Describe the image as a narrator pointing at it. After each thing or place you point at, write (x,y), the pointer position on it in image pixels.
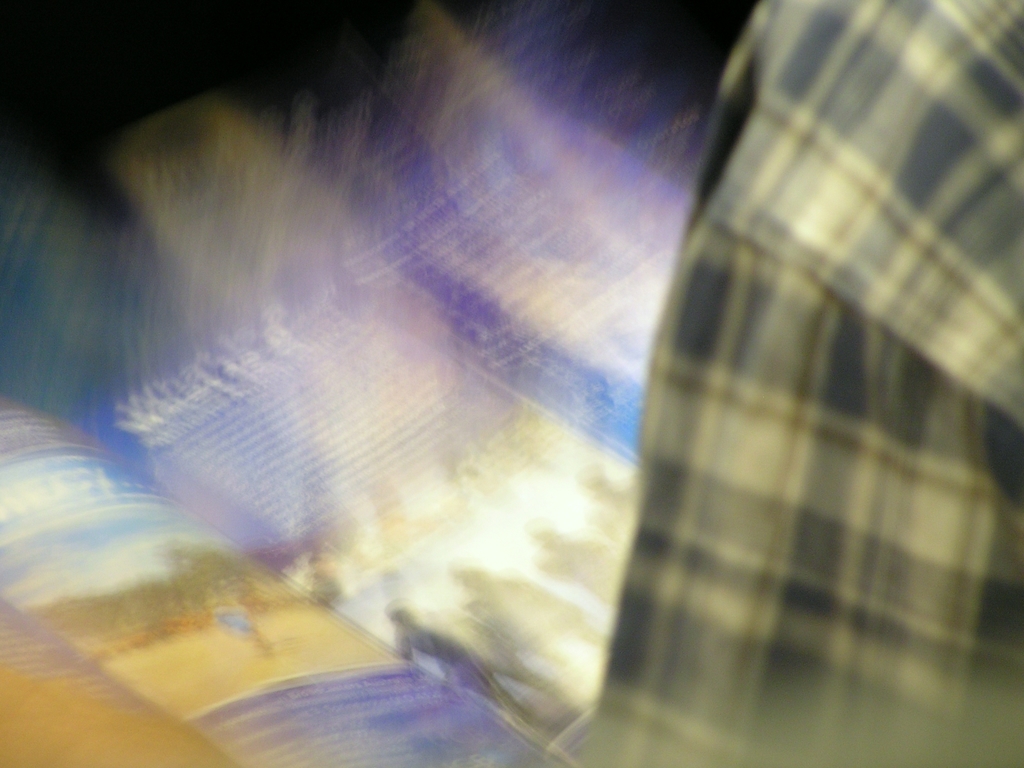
In this image, we can see a book (305,474) and on the right (786,505), there is a person's shoulder (855,329).
